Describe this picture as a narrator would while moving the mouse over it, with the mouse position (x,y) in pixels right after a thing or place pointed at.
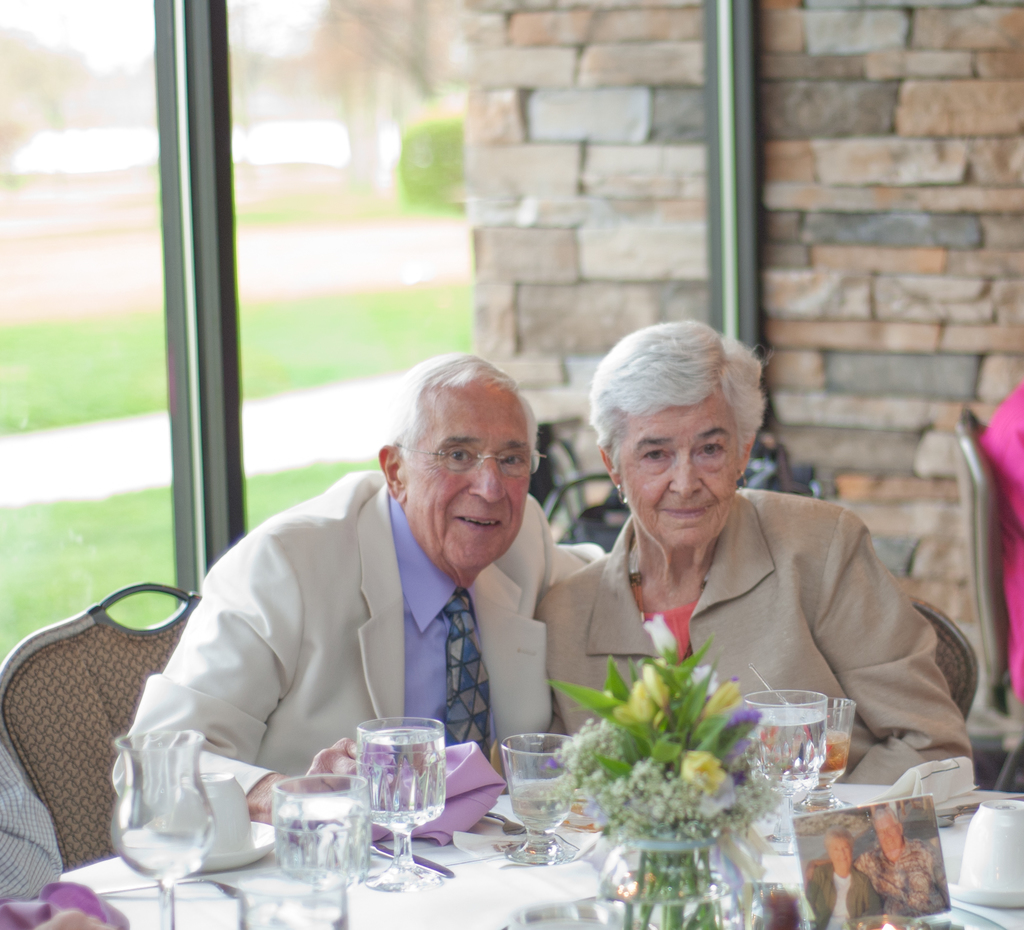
One old man (407,610) and an old woman (793,646) are sitting on the chairs (933,618) and in front of them there is table (576,881) full of glasses (407,858) and napkins (463,818) and a flower vase (672,806), behind them there is a glass window (256,124) and a wall (851,351) made of bricks (902,504).
